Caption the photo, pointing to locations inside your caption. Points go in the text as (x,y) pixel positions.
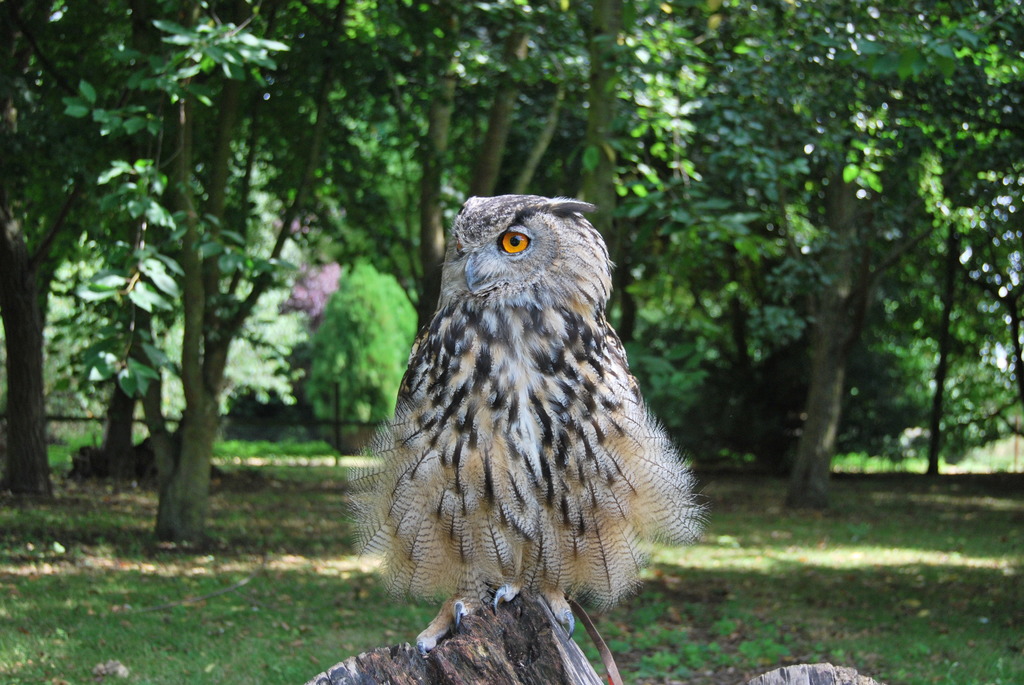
In this picture I can see an owl (498,528) standing on the wood (423,663), and in the background (185,232) there are plants (387,369) and trees (162,10).
